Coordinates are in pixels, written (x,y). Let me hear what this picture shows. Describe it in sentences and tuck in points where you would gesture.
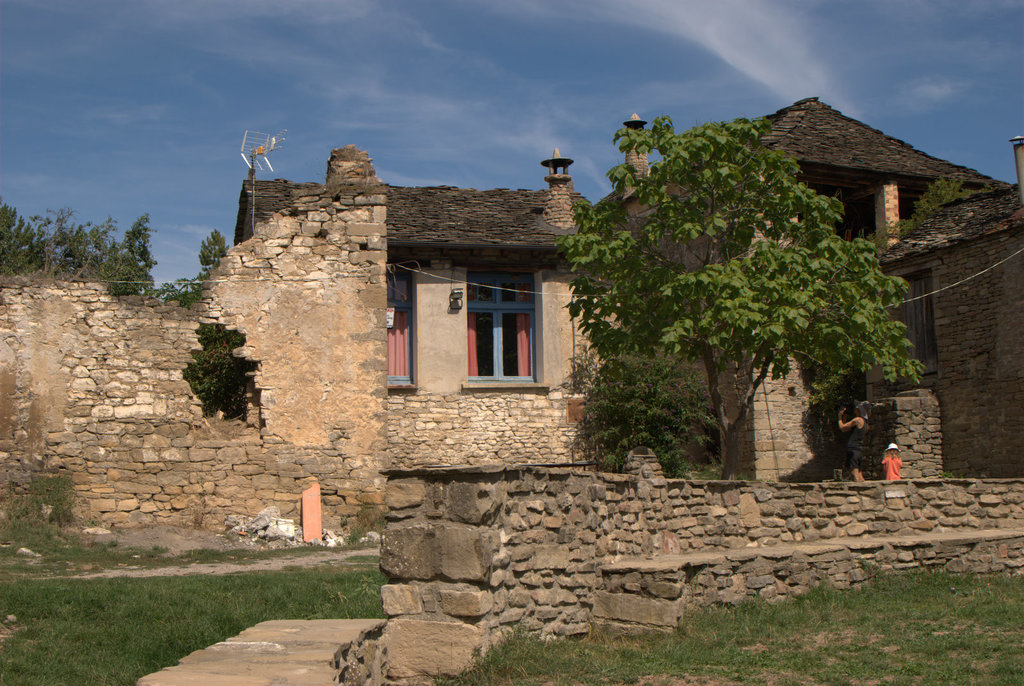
In this picture I can see there are buildings (389,398) and there is a person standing here on the right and there are trees (679,157) and in the backdrop (153,157) I can see the sky (209,126) is clear.
